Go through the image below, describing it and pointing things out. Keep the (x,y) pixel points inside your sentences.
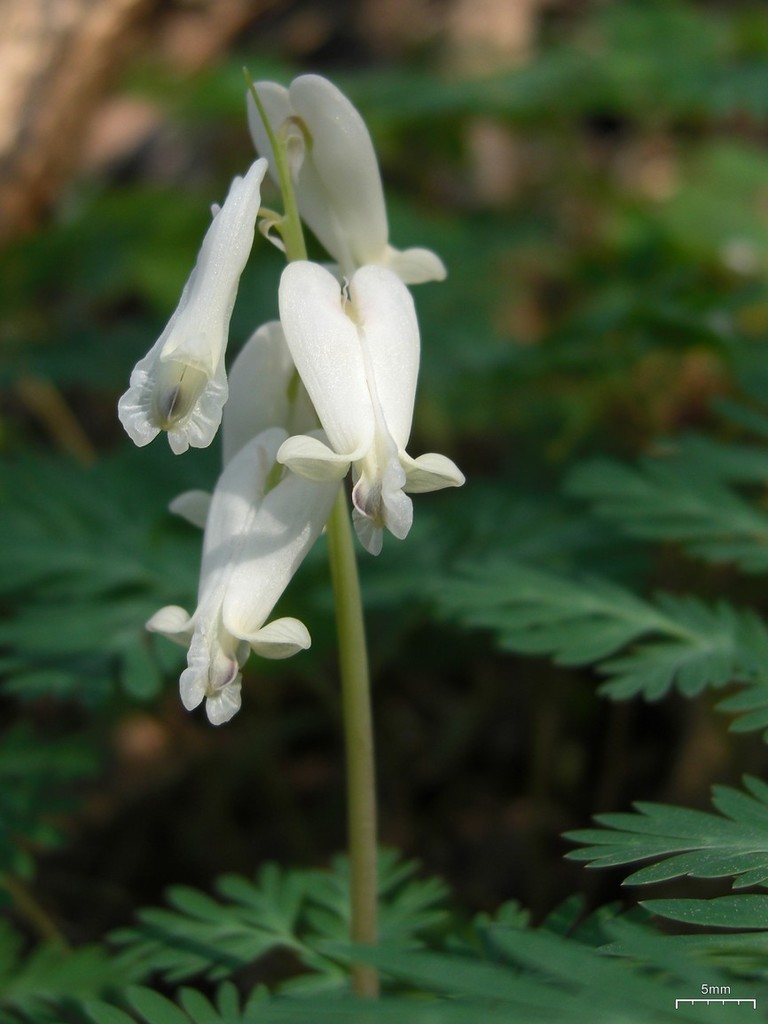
In the image there are white flowers (260,364) to a plant (265,619).
